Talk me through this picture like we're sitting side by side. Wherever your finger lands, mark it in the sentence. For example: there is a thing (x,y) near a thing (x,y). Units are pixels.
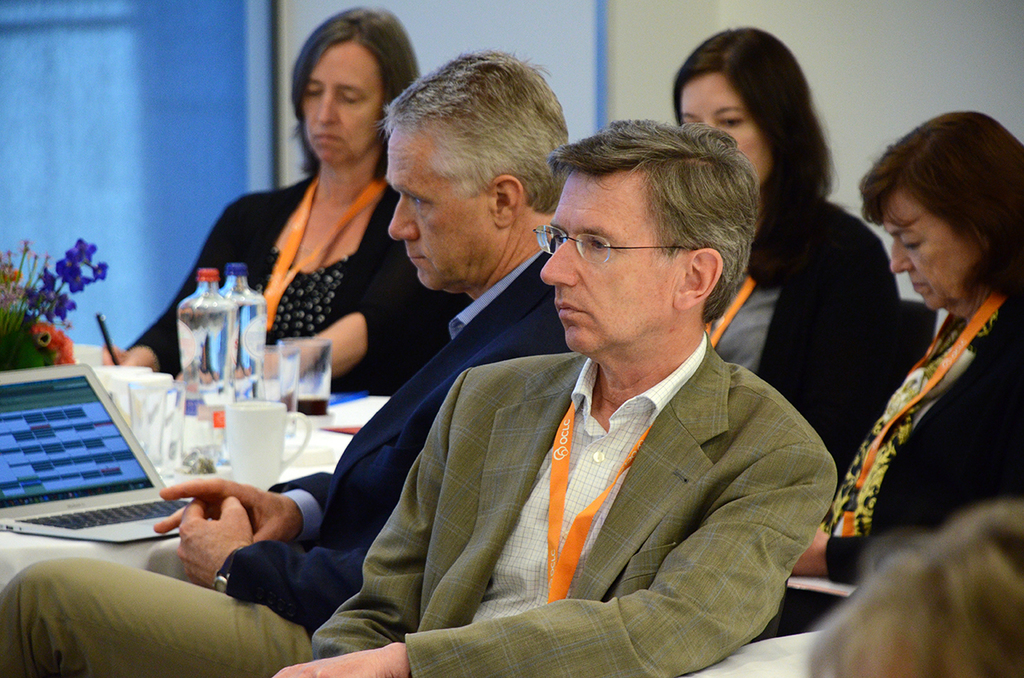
In this image we can see some persons (507,311), bottles (236,304), flower vase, pen (106,333), laptop (97,418), glasses (313,414) and other objects (304,424). In the background of the image (946,57) there is a wall (669,100) and an object (106,129).
